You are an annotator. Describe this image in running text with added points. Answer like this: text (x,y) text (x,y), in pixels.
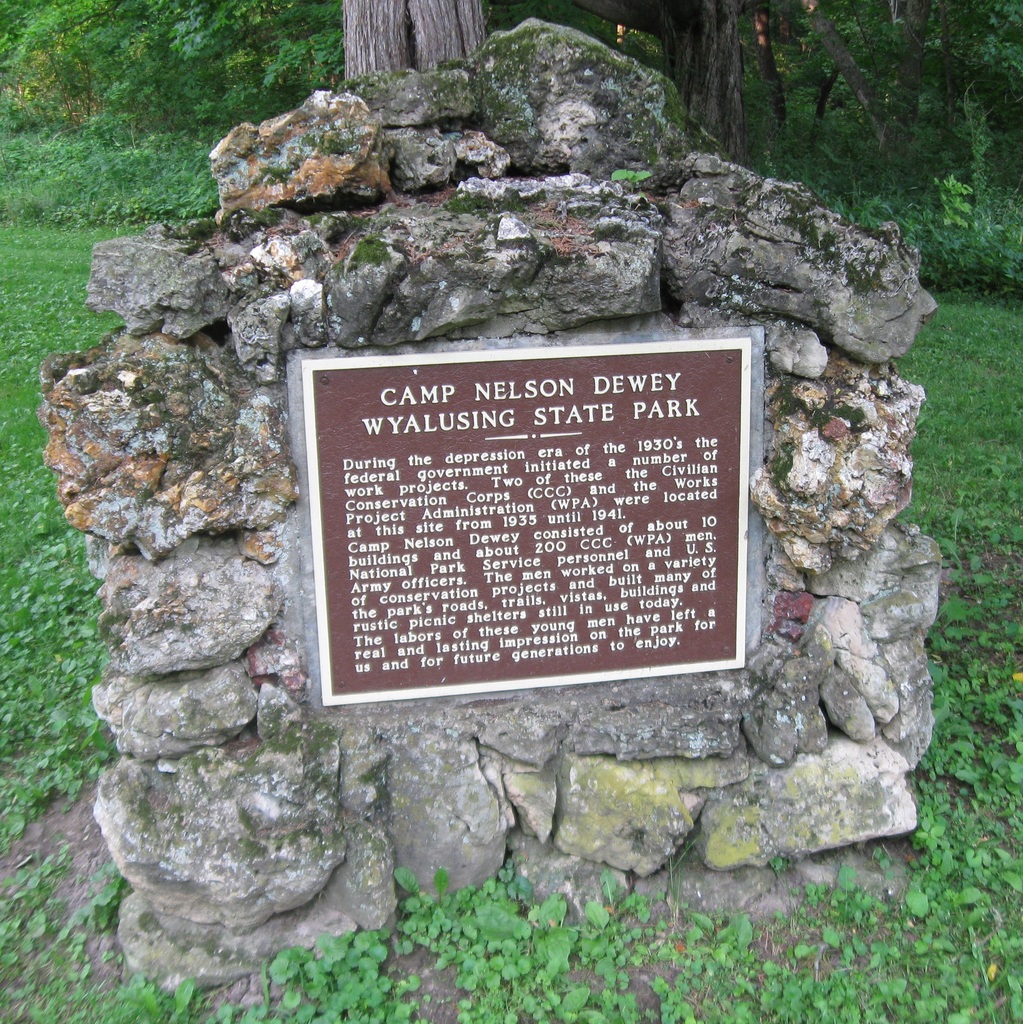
In this picture I can see stone object (594,223) on which something written on it. In the background (340,73) I can see trees (364,33) and grass (20,415).
